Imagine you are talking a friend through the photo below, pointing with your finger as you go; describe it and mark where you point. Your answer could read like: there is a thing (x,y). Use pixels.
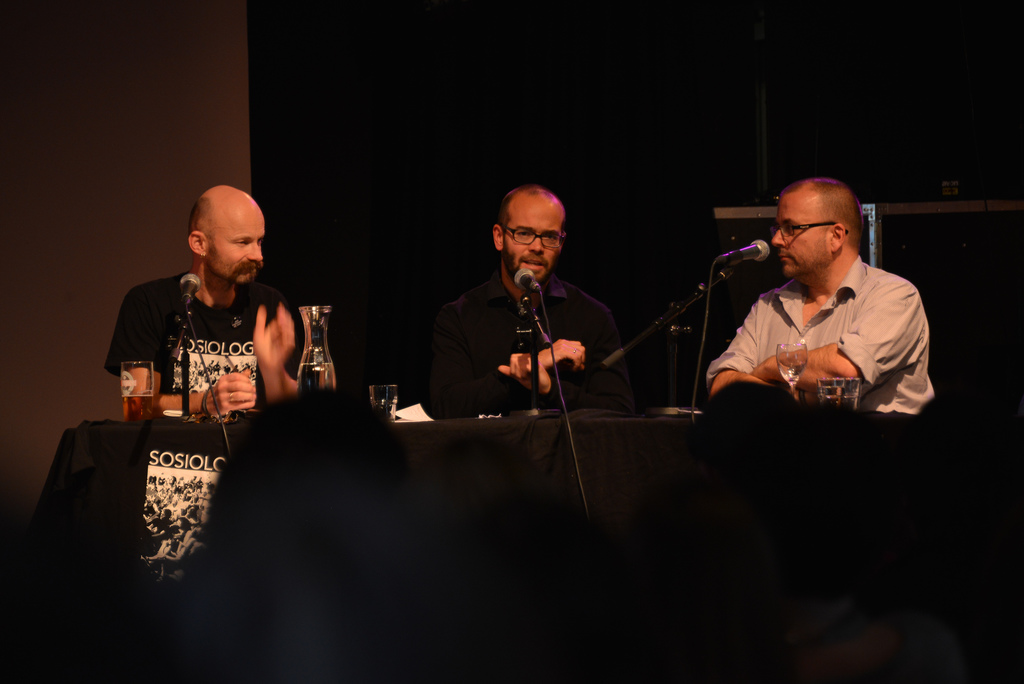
In the center of the image (611,333) we can see three people (837,323) sitting, before them there is a table (613,456) and we can see glasses (793,365), paper (409,408), jug (302,377) and mics (745,254) placed on the table (78,446). In the background (440,227) there is a curtain (449,85) and a wall (81,137).
